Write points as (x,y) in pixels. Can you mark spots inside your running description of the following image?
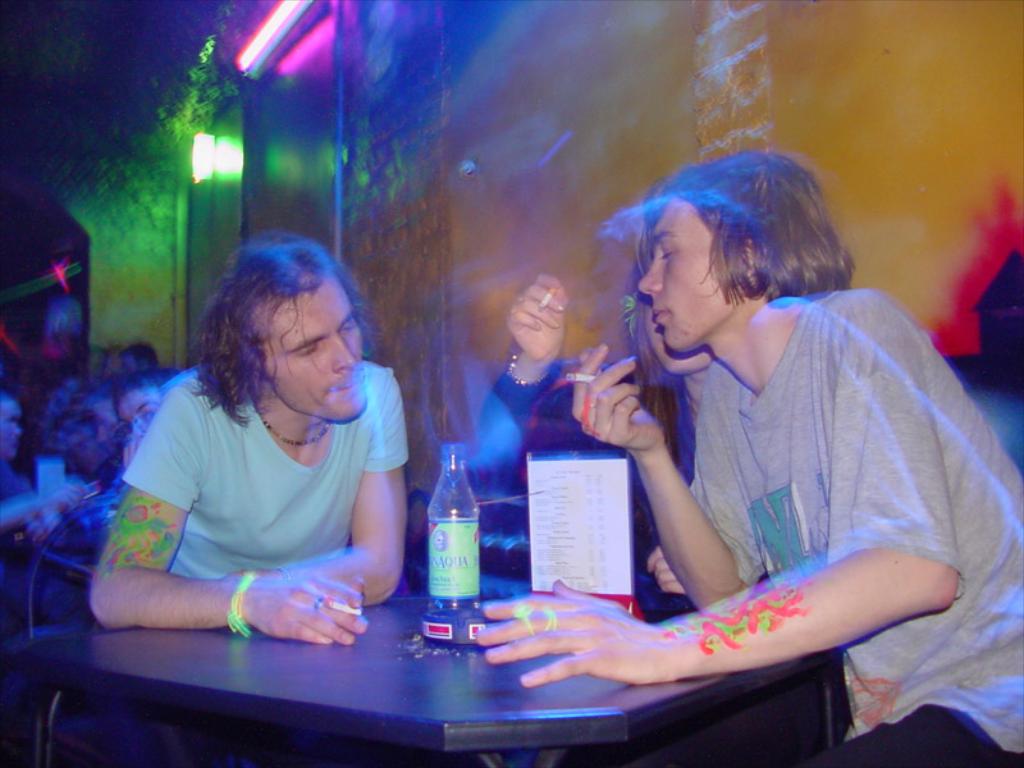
This image is taken indoors. In the background (455,214) there is a wall (353,126) and there are two lights (204,144). A few people (76,480) are sitting on the chairs (36,559) and there is a table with a few things (61,481) on it. In the middle of the image (453,483) there is a table (407,729) with a bottle (442,497), a menu card (553,575) and an ashtray (445,623) on it. Two men (613,386) and a woman (556,441) are sitting on the chairs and they are smoking. They are holding cigarettes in their hands (330,594).
